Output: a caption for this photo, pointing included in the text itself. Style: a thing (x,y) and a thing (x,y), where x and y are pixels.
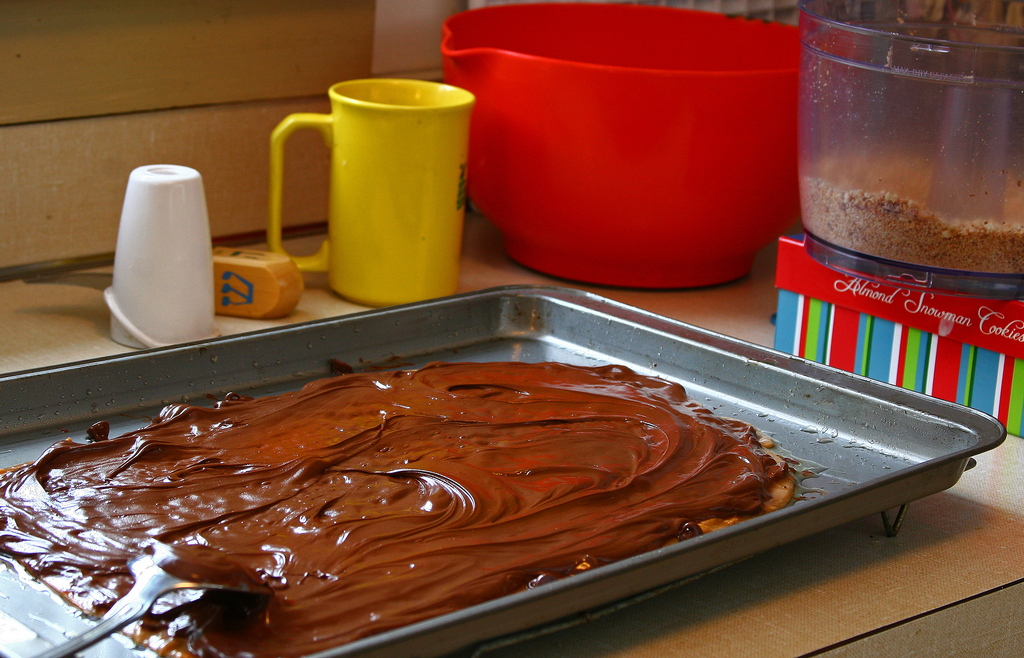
In the center of the image (394,417) we can see melted chocolate (390,443) is present on a plate (842,443) with spoon (156,601). In the background of the image (384,278) we can see vessels (605,143), container (869,231), box (914,301), glasses (278,207), wall (261,197) are there.
